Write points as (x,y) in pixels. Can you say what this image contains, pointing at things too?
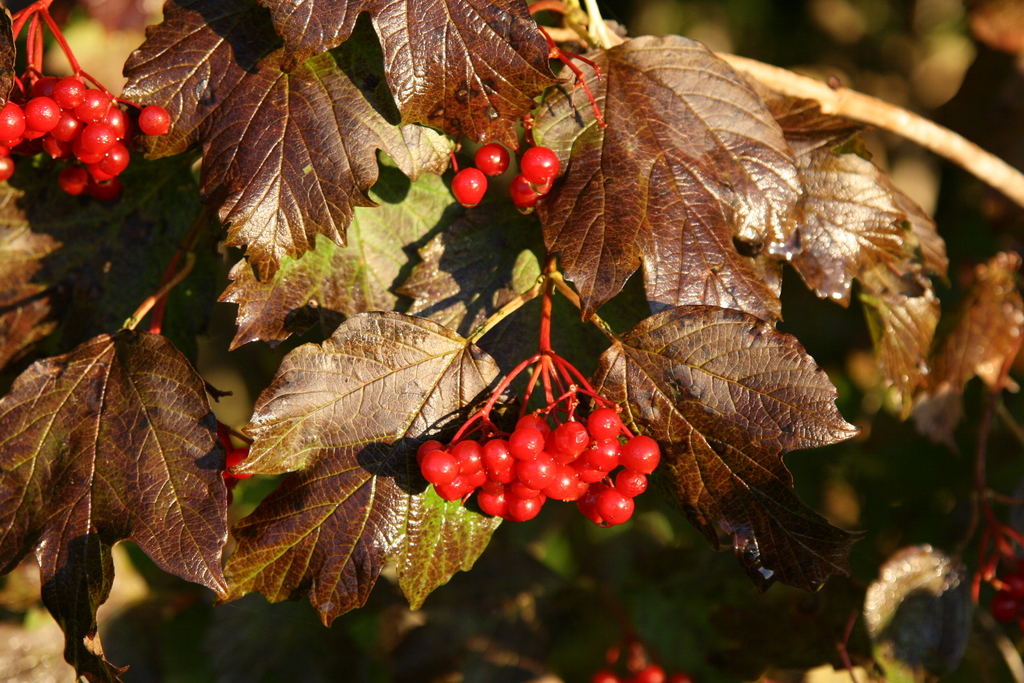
In this image we can see there are some berries (521,433) and leaves (652,329).
